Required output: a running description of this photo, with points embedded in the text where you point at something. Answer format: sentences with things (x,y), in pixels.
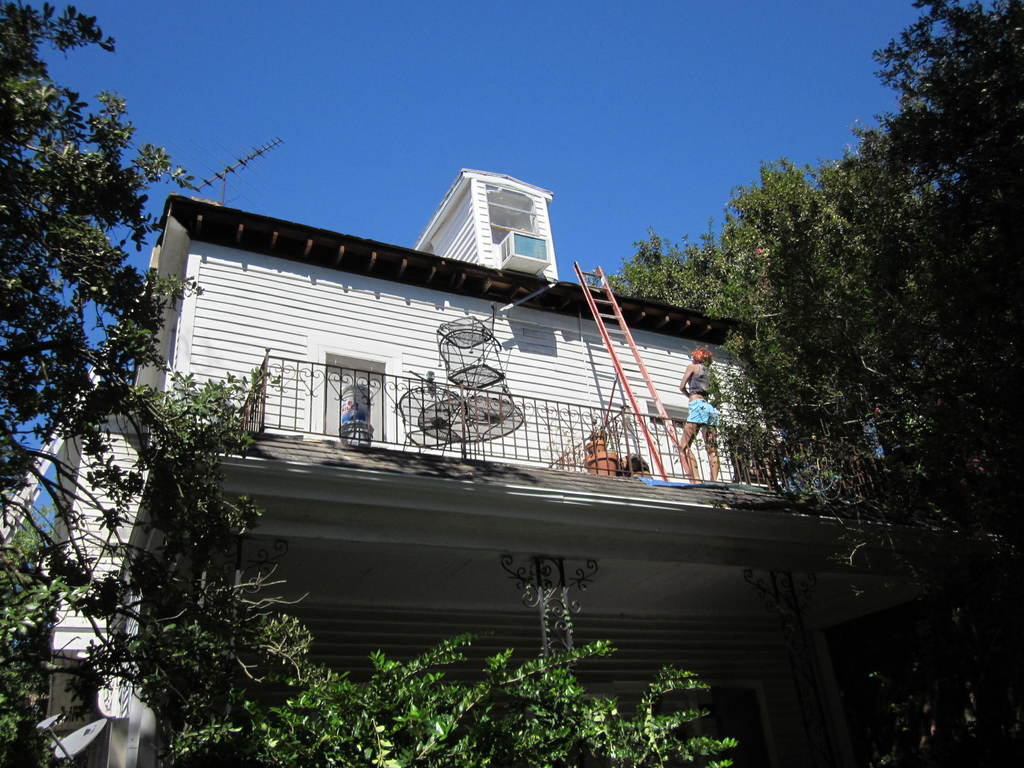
In this picture we can see building (458,273), person (703,350) and ladder (648,372), around we can see some trees (969,114).
